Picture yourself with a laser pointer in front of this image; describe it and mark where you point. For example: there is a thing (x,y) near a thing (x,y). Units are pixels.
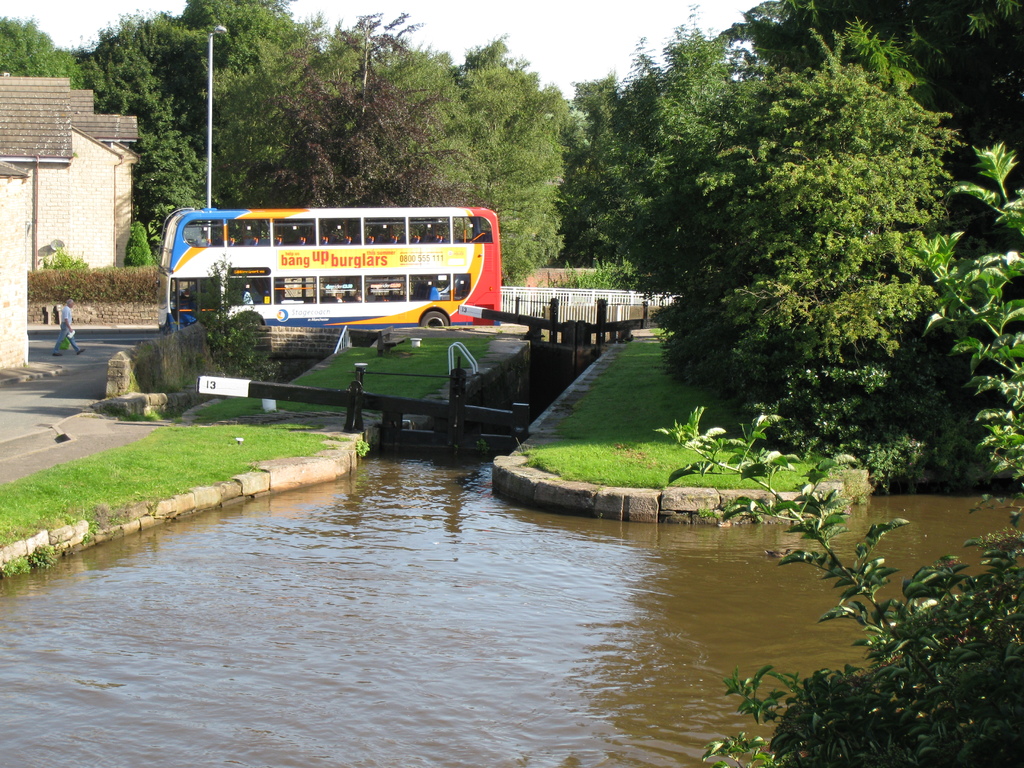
In this picture there is a bus (464,236) on the road (87,347) and there is a person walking on the road (87,450). On the left side of the image (12,258) there are buildings (23,198). At the back (420,138) there are trees (239,38) and there is a pole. At the top (556,71) there is sky (459,35). At the bottom (384,631) there is water (82,629) and grass (596,448).
